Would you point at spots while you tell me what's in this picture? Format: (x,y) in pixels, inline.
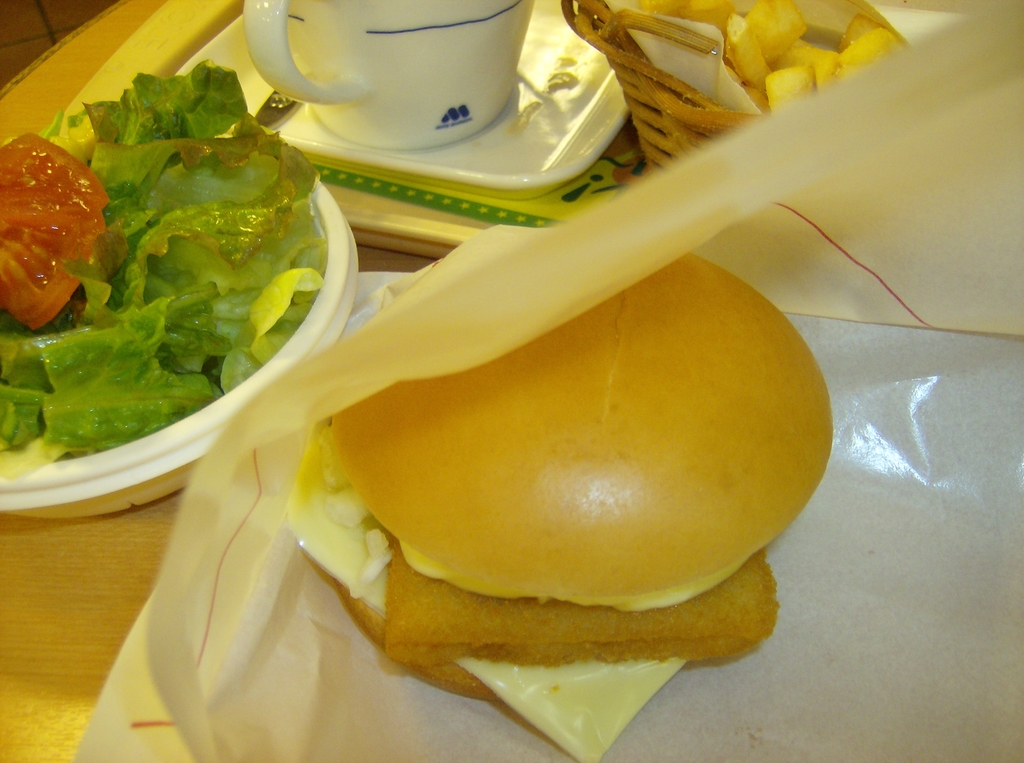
In this image there is a table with a cup (414,144) and spoon (279,110) on the tray (378,167) and some other food items (19,350) are arranged on the table (77,603).
